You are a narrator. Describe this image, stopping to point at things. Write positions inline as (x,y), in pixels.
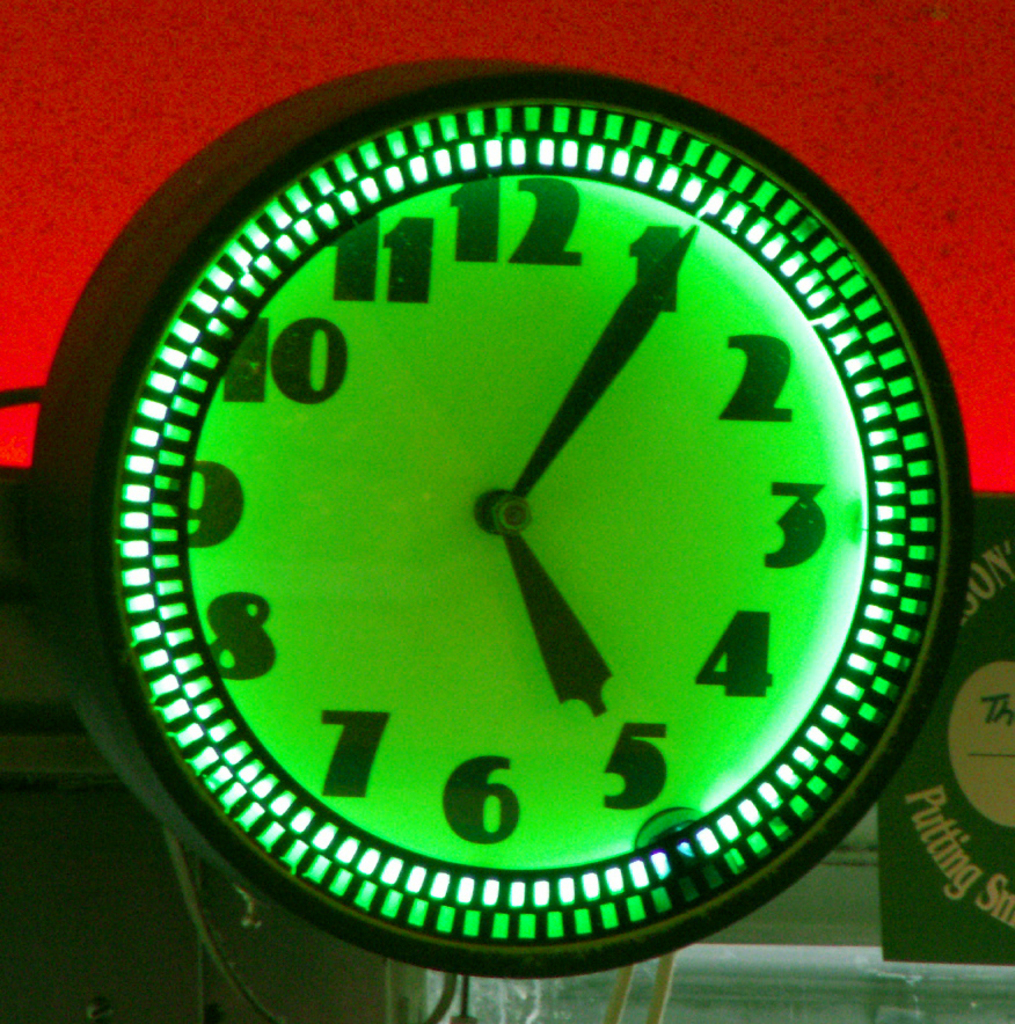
In this picture we can see clock (210,789), poster (1008,880), cables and object (592,1006). In the background of the image (950,335) it is red.
